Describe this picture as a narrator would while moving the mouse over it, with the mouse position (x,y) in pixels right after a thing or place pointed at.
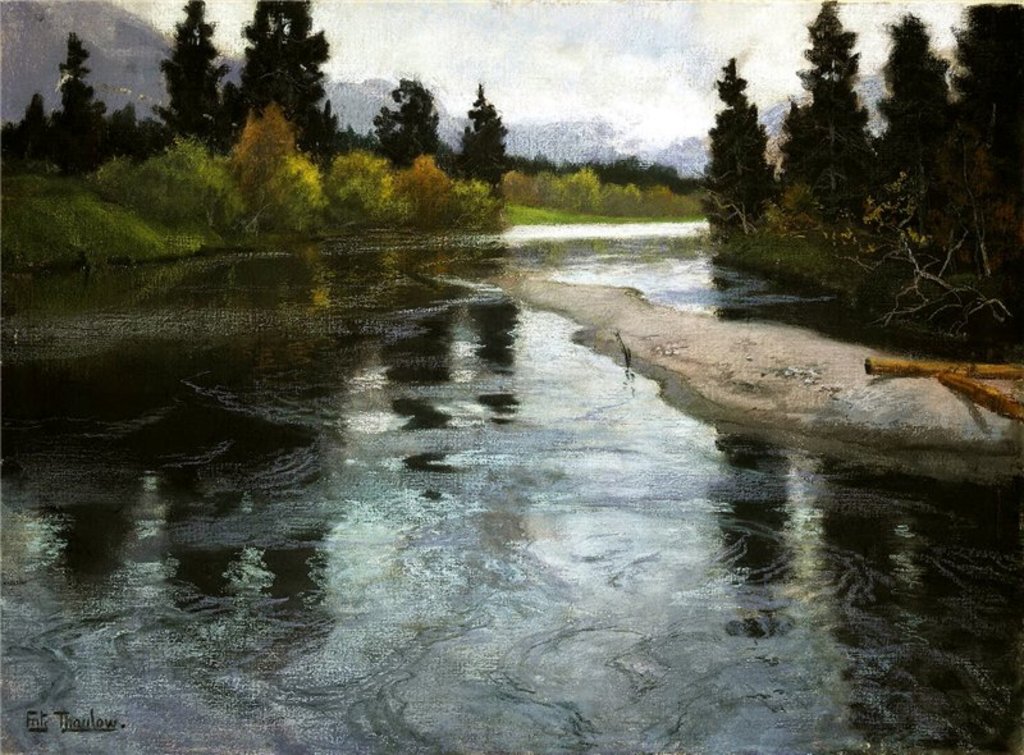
In this picture there is water (570,510) and there are trees (381,193) on either sides of it and there are mountains (439,135) in the background (701,164).
